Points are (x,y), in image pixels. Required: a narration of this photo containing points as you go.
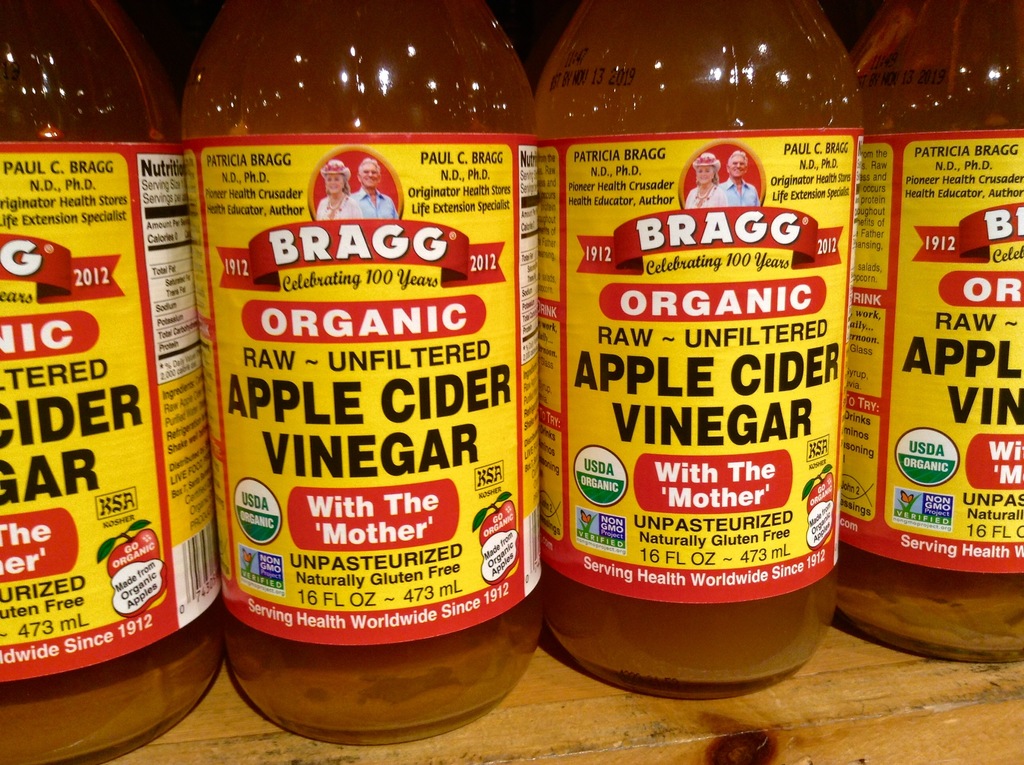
In the image we can see four bottles (364,237) kept on the wooden surface (644,700) and there is a label (351,497) on the bottles (348,477).
